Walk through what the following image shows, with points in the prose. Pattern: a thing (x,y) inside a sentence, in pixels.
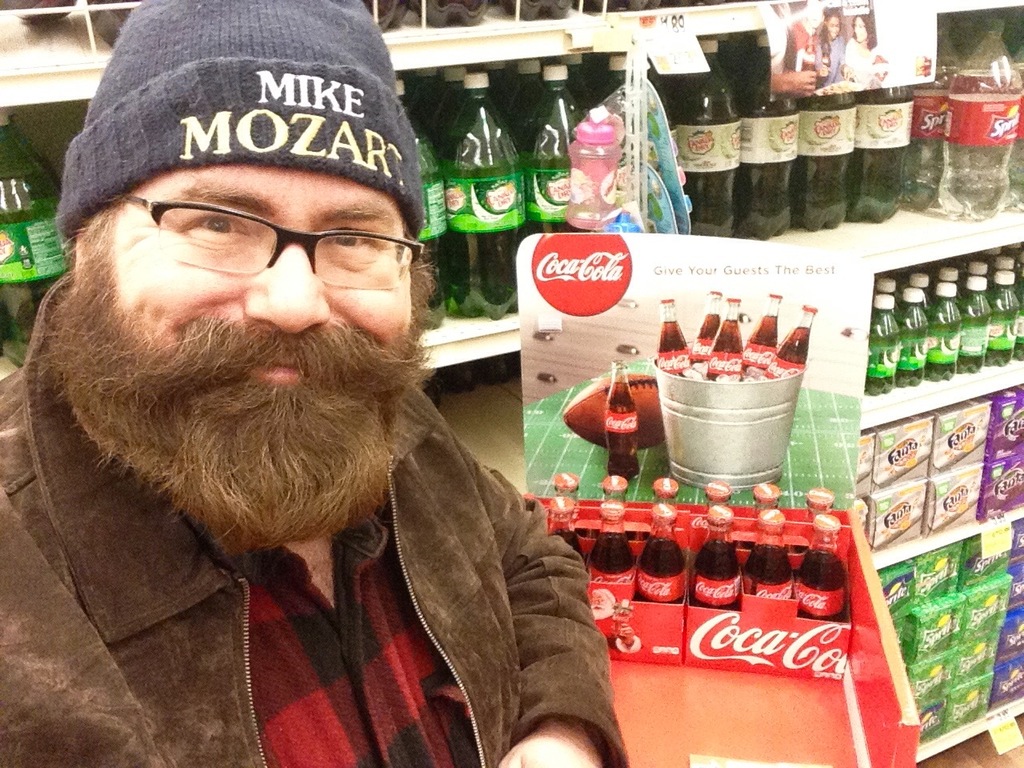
In this image i can see a man (159,281) smiling at the right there are few bottles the back ground (548,155) there are few other bottles (561,156) on a rack (582,48).
